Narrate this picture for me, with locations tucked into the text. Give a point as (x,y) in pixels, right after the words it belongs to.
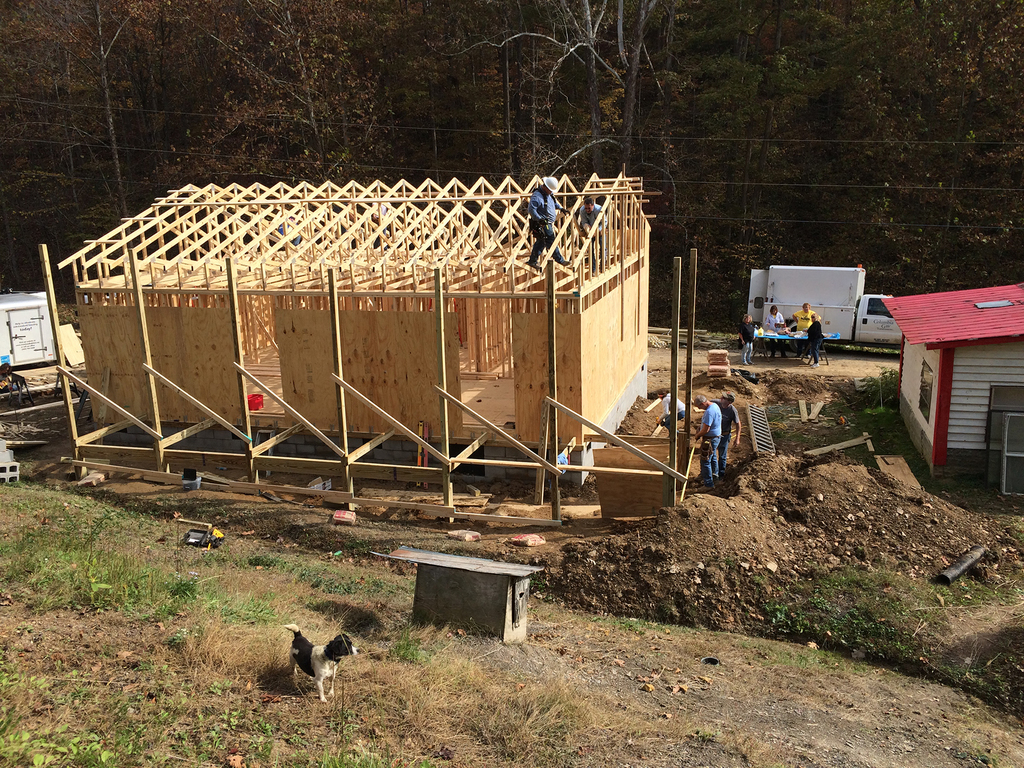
In this image I can see a wooden house (388,308) in cream color, I can also see a house (932,352) in white and pink color. Background (888,184) I can see few persons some are standing and some are sitting, and trees (477,21) in green color.
